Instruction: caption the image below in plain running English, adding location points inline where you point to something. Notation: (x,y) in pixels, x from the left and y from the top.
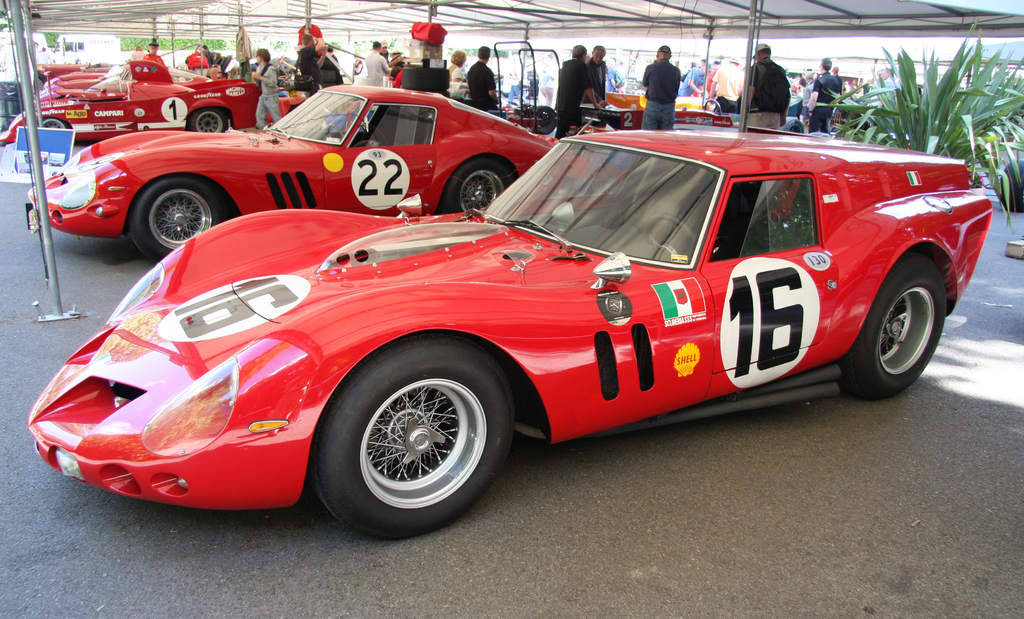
Under this open shed (556,31) we can see vehicles (138,108), poles (18,19), people (585,74), plant (901,115) and things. Far there is a tree (168,41).
